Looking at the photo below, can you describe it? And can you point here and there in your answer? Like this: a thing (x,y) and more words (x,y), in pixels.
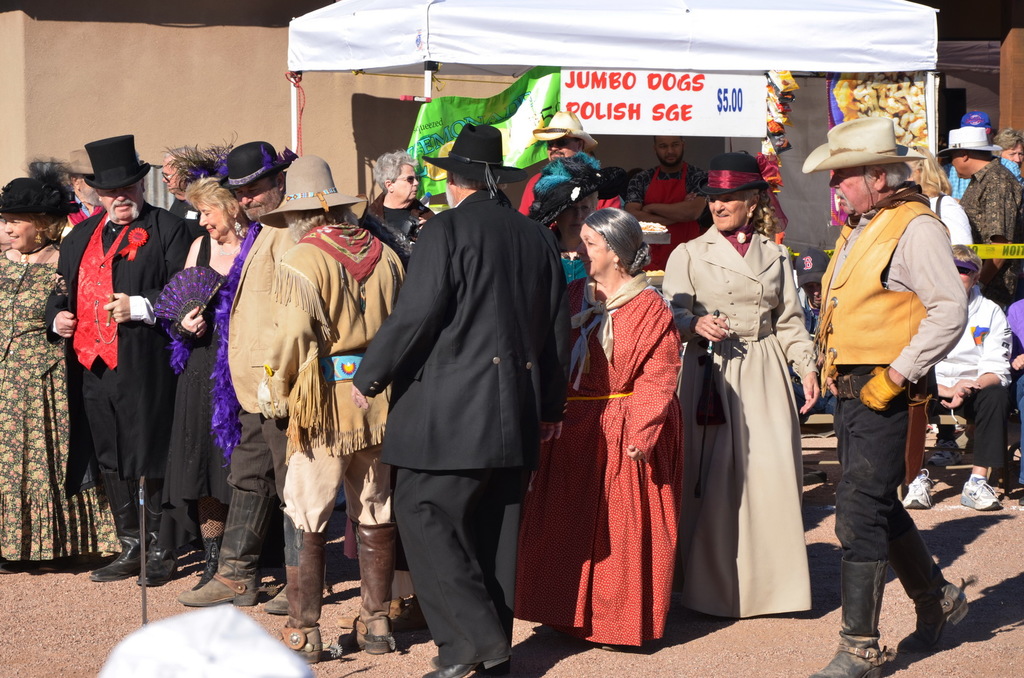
In this image I can see a crowd (463,211) on the road (812,451) in costumes (607,457), tent (675,18), board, fence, chairs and a building (290,129). This image is taken may be during a day.
